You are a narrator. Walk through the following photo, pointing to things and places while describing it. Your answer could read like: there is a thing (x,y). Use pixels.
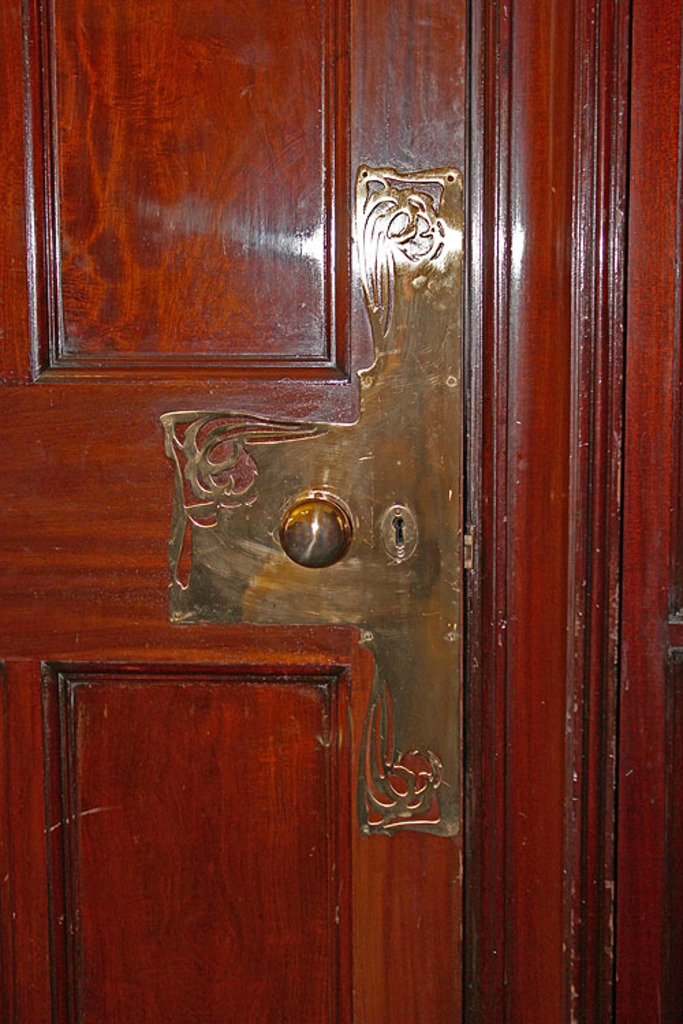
In this picture we can see a door (462,964) where, there is a door handle (343,535) here.
